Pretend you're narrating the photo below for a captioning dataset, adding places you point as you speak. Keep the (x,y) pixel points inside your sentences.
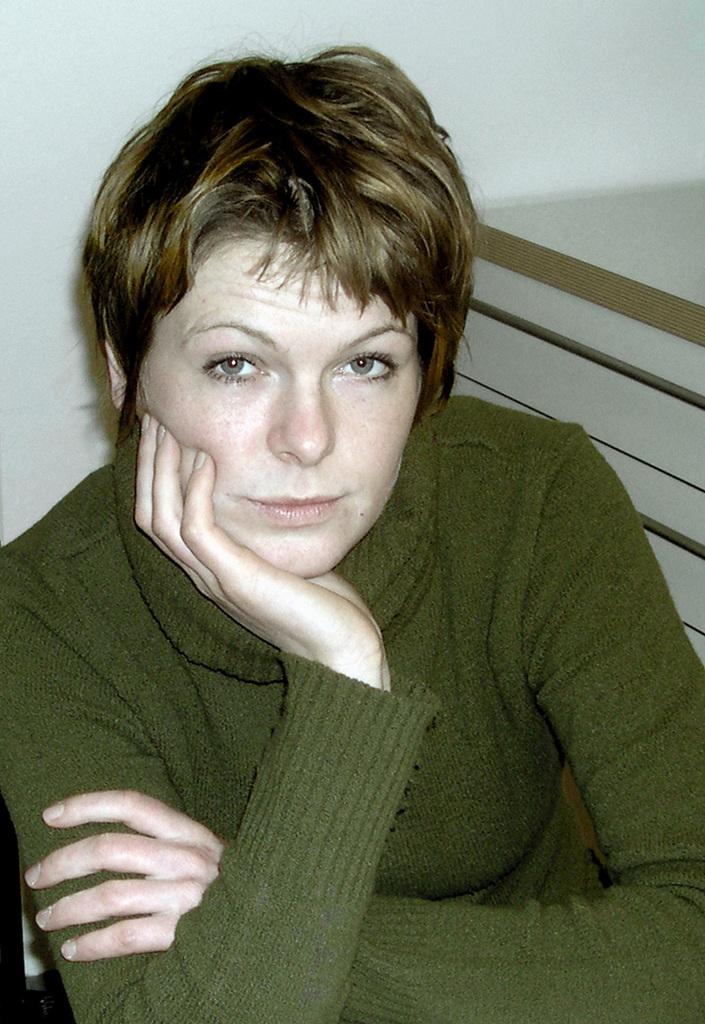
In this picture I can see a woman (455,182) who is wearing dark green color dress (302,722). In the background (22,288) I can see the white color wall (502,73) and on the right side of this picture (508,319) I can see brown color things (479,250).
